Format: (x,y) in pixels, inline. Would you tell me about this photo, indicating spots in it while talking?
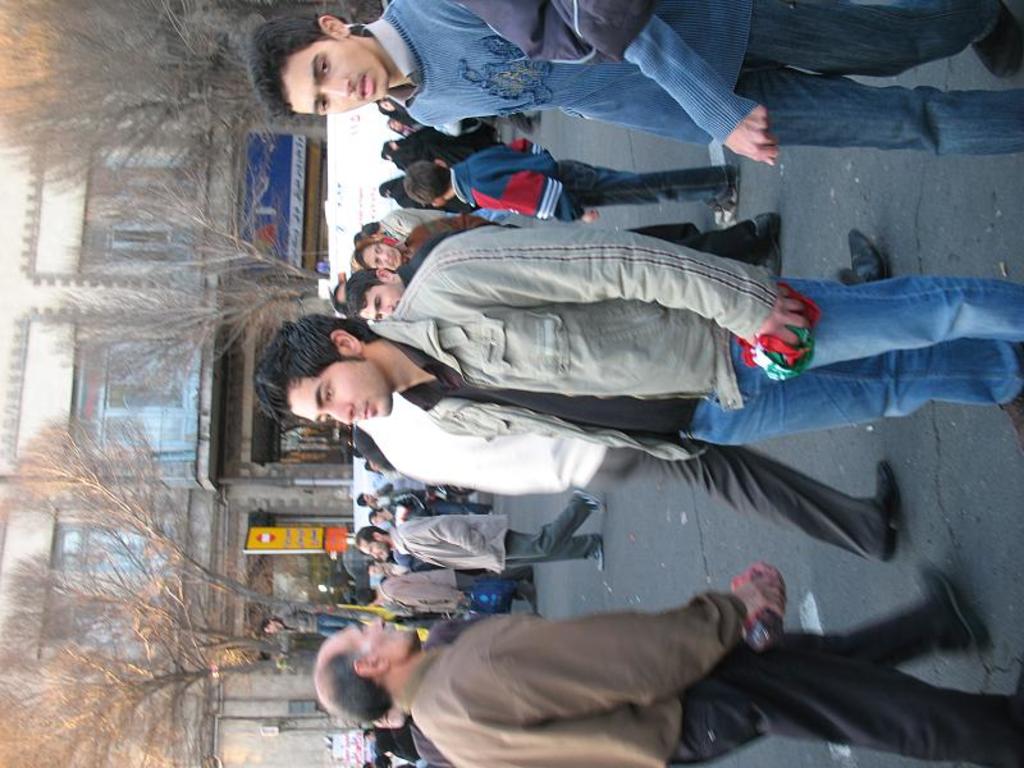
This picture describes about group of people (521,464), few are standing and few are walking, in the background (312,527) we can see few trees (218,668), hoardings (293,532) and buildings (203,354).
